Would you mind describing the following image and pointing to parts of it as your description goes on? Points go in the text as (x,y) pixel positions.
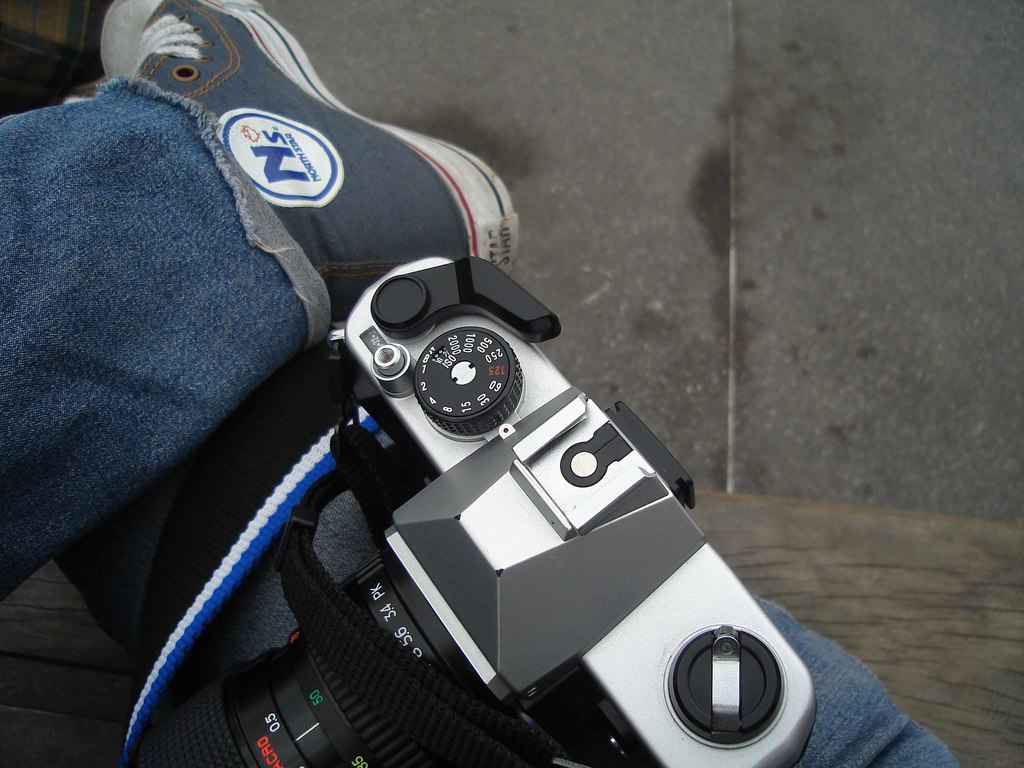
In this image we can see a camera (417,574) and person's leg (196,292). In the background of the image (566,162) there is floor (771,277). At the bottom of the image (912,660) there is wooden surface (838,601).
